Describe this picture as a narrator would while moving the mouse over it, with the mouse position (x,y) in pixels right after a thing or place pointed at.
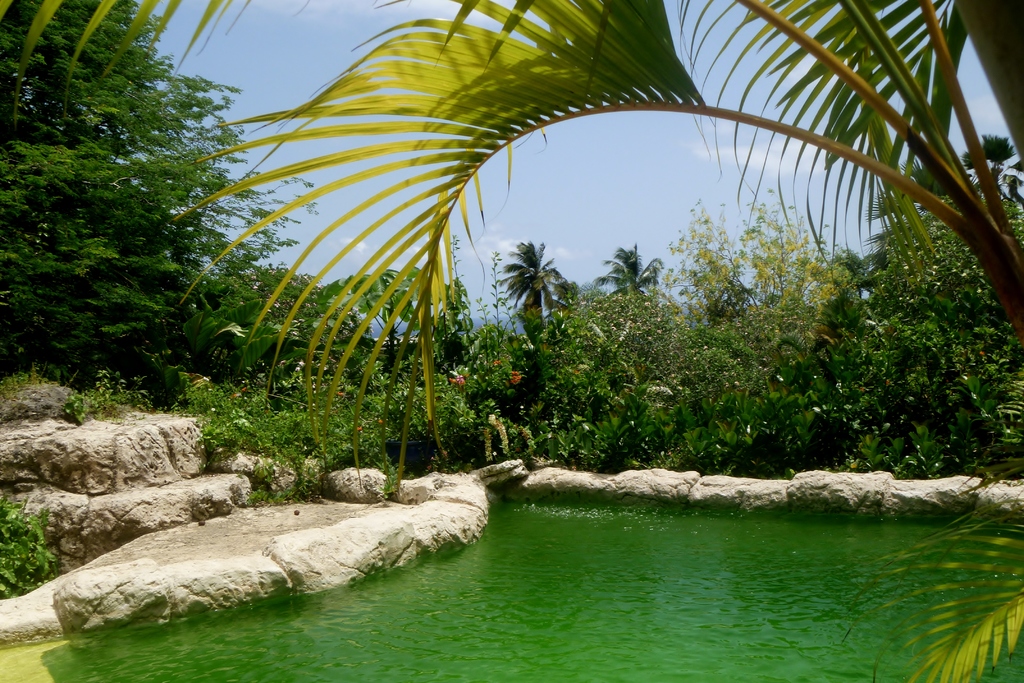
In the picture we can see a water (286,608) which is green in color and around it we can see a rock (232,579) and behind with it, we can see some plants (530,414), trees (703,275) and a sky (779,141) with clouds (776,161).
